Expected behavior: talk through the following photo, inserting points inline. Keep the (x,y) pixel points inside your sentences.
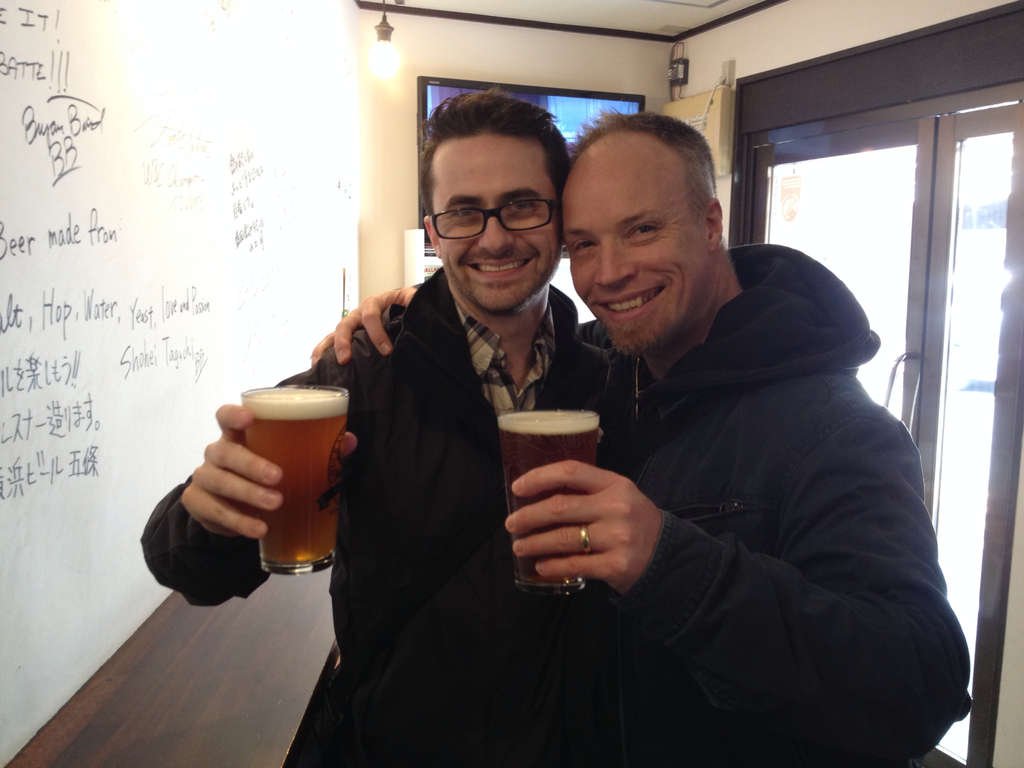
The image is clicked inside a bar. There are two men (834,393) in the image, they are holding glass of beers (300,546) in their hands (586,550). Both are smiling and wearing black color jackets (434,601). In the background (388,134) there is a wall (334,41), something written on the wall (289,168). To the right (865,199) there is a door (923,350).
